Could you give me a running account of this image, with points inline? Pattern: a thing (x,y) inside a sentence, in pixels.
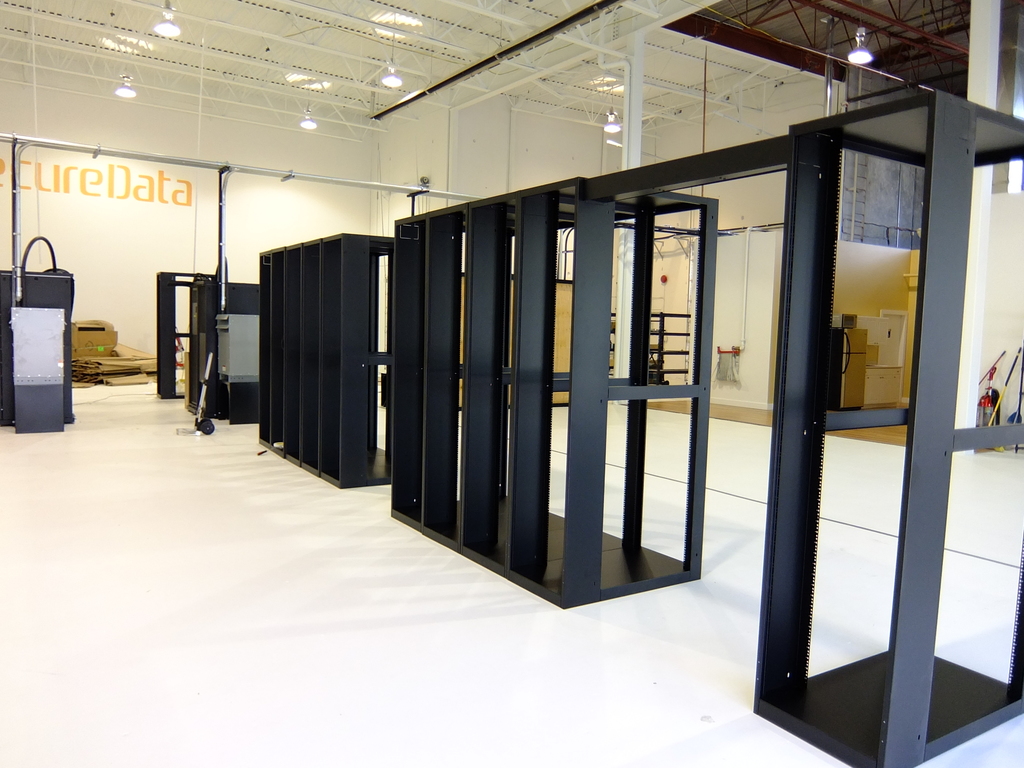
In this image, we can see an inside view of a warehouse (753,546). There are cabinets (472,261) in the middle of the image (364,271). There are lights (614,114) at the top of the image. There is an object (57,309) on the left side of the image (46,371).
